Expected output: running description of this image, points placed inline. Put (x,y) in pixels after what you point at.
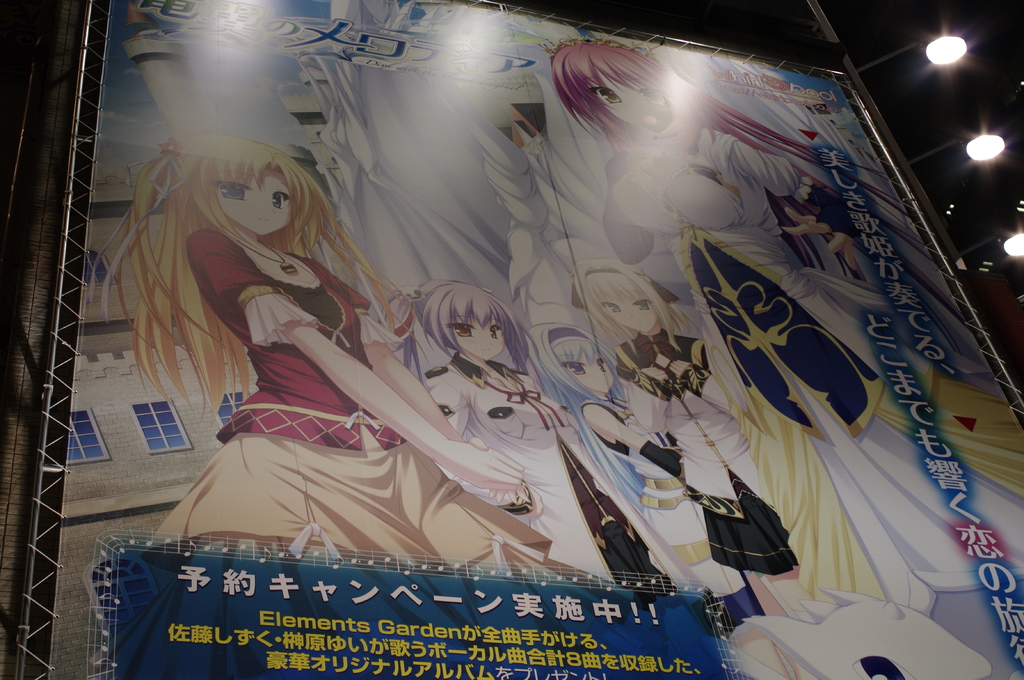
This picture shows a bigger cartoon hoarding (618,77) and we see text (336,642) at the bottom left corner (283,649) and we see lights (988,154).
